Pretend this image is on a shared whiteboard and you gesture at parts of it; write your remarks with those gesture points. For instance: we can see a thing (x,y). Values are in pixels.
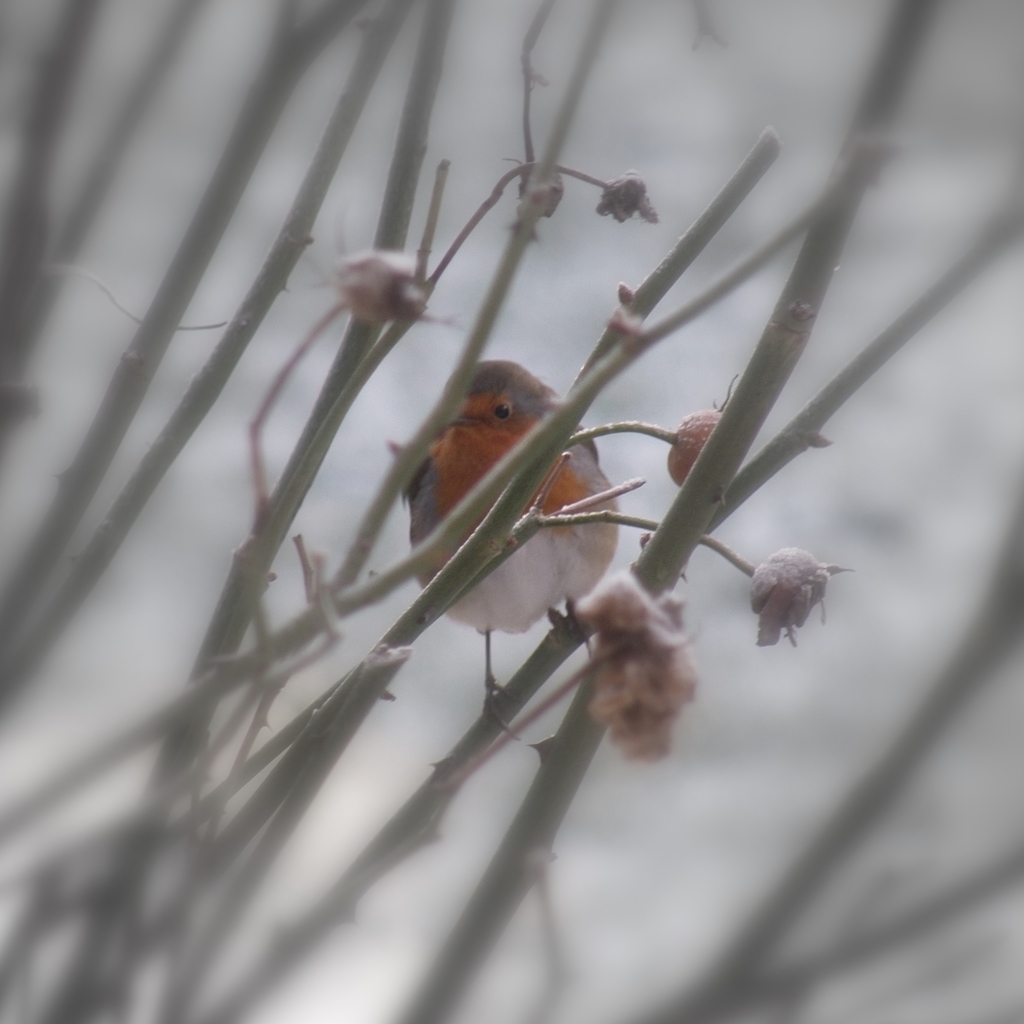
In this image there is a bird (558,581) on the branch (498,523), around the bird (574,486) there are flowers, stems (481,578) and branches (153,855).
